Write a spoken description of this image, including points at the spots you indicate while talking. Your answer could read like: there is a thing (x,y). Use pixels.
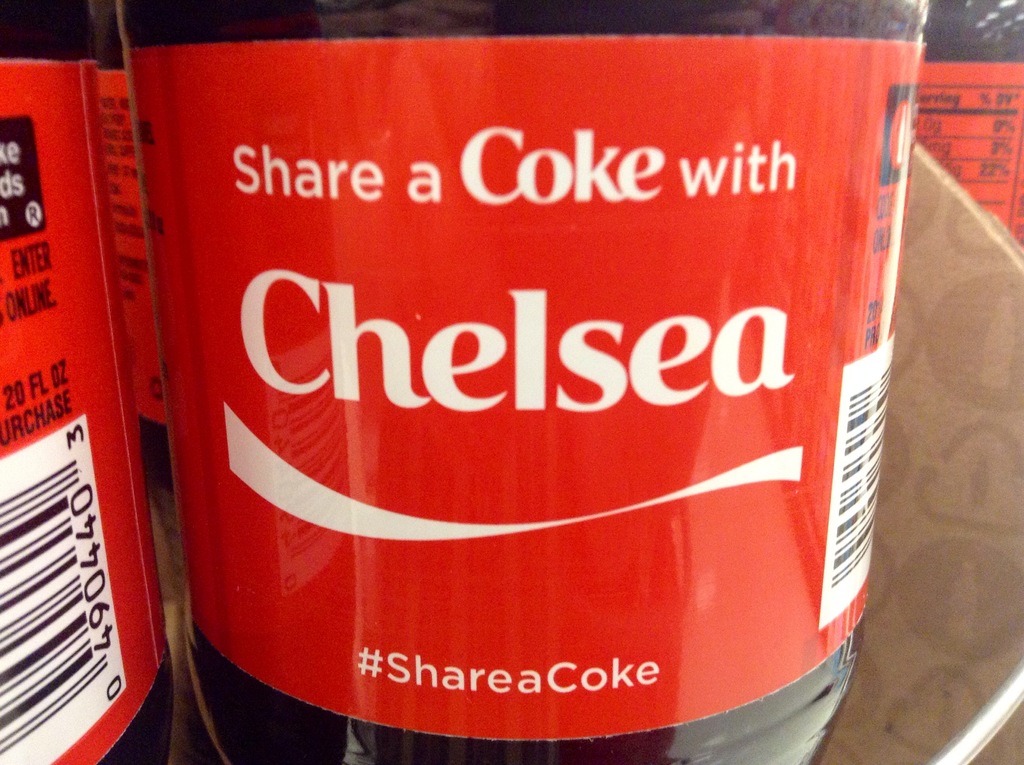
In this image, I can see bottles (625,514) kept maybe in racks (876,689). This picture might be taken in a shop (592,506).
